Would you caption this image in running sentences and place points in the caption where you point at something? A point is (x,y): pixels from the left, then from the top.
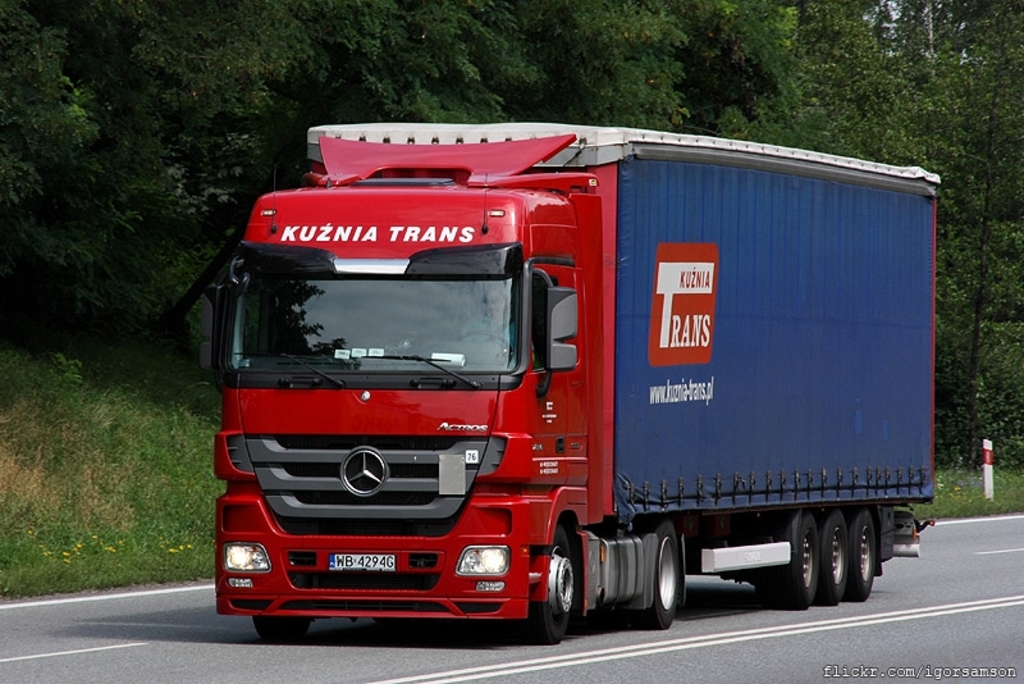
In the center of the picture (435,294) there is a vehicle (356,538) moving on the road (887,631). In the background (104,356) there are plants (948,476) and trees (547,83).
